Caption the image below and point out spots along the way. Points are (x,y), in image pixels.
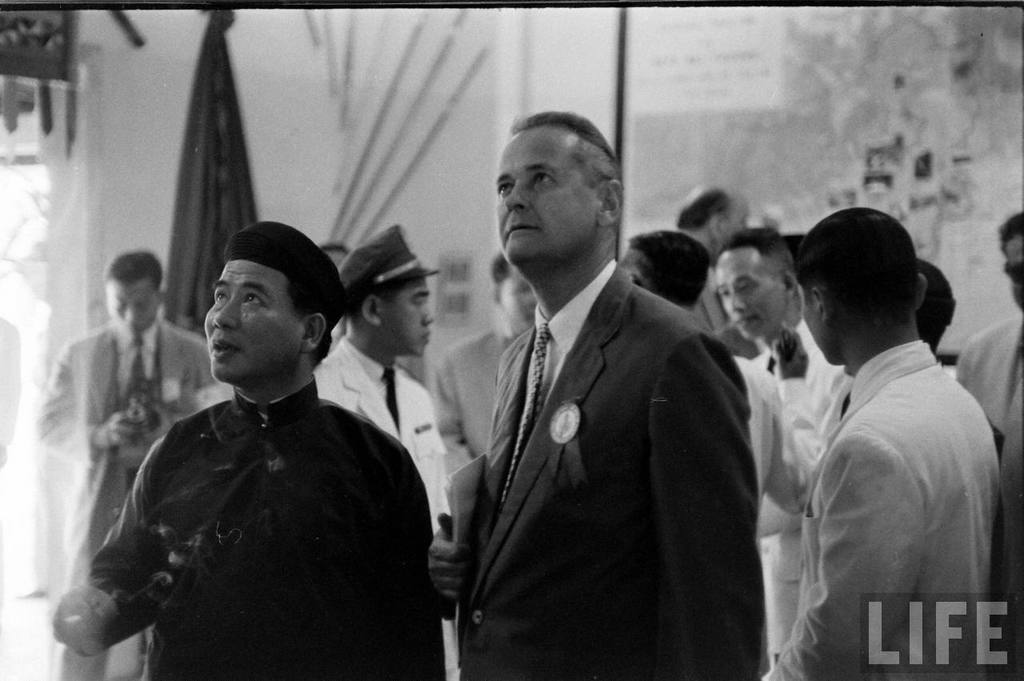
This is a black and white picture, in this image we can see a group of people (242,464) standing, among them some people (397,481) are holding the objects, in the background (765,130) it looks like a screen (651,100) with images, at the bottom of the image (882,642) we can see the text (877,624).
